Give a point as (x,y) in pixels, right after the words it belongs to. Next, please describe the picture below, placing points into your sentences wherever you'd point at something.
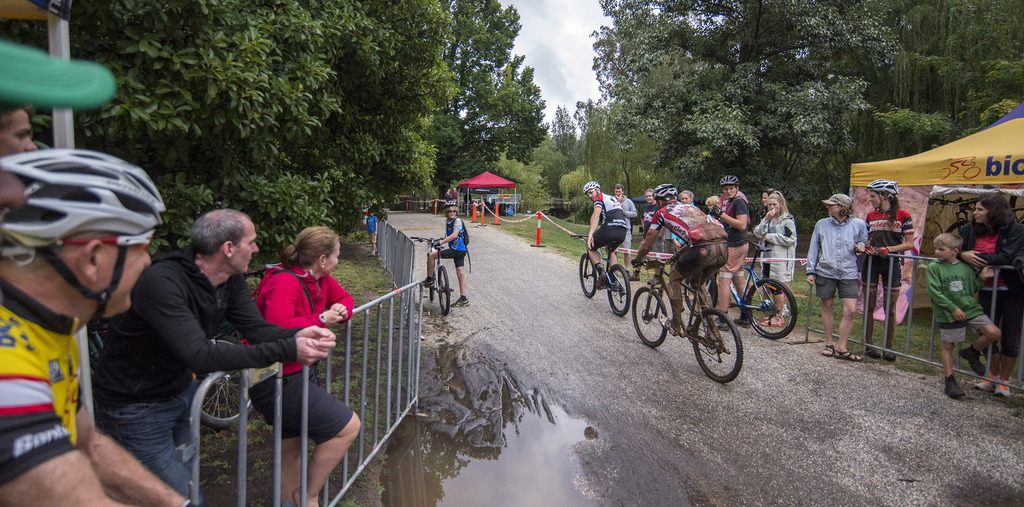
In this picture we can see a group of people (995,253) standing on the ground (651,505) where two are riding bicycles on the road (528,245), fence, trees (112,54), tents (969,161) and in the background (570,25) we can see the sky (580,72) with clouds (550,105).
